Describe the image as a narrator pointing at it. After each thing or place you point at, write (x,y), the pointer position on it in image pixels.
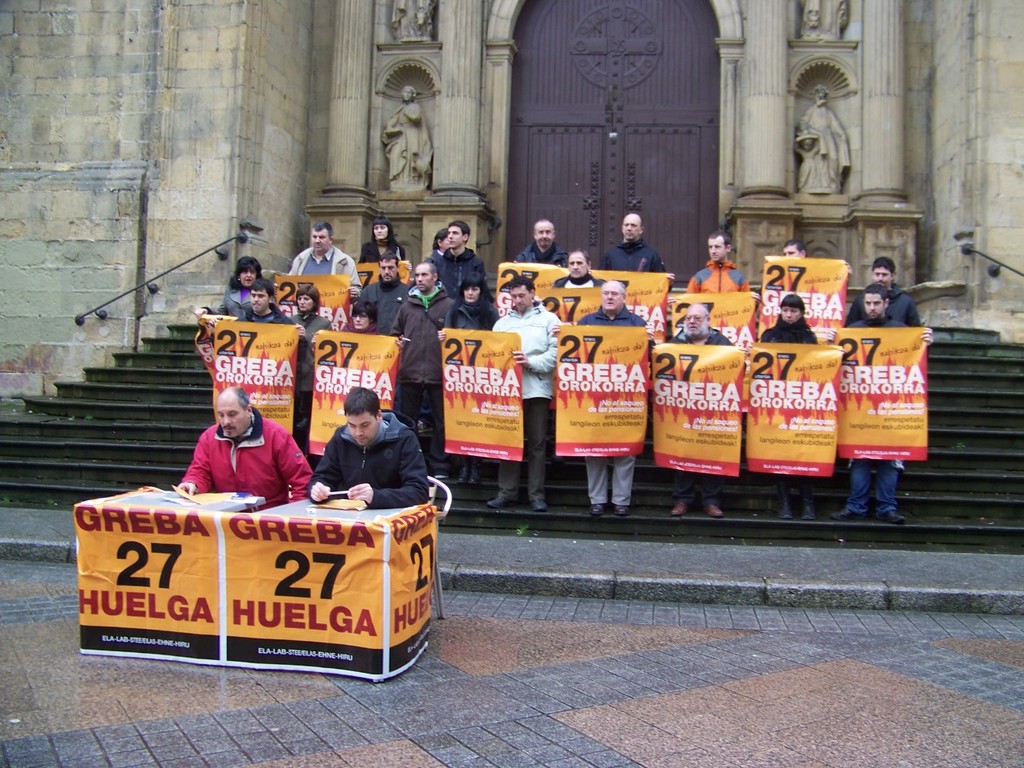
In this image we can see two people (211,456) sitting on the chairs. Here we can see the table (262,499) on the road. In the background (655,299), we can see a group of people (542,318) standing on the staircase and they are holding the banners (277,332) in their hands (669,295). Here we can see the wooden door (621,36). Here we can see the statues (394,128) on the left side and the right side (819,5) as well.
